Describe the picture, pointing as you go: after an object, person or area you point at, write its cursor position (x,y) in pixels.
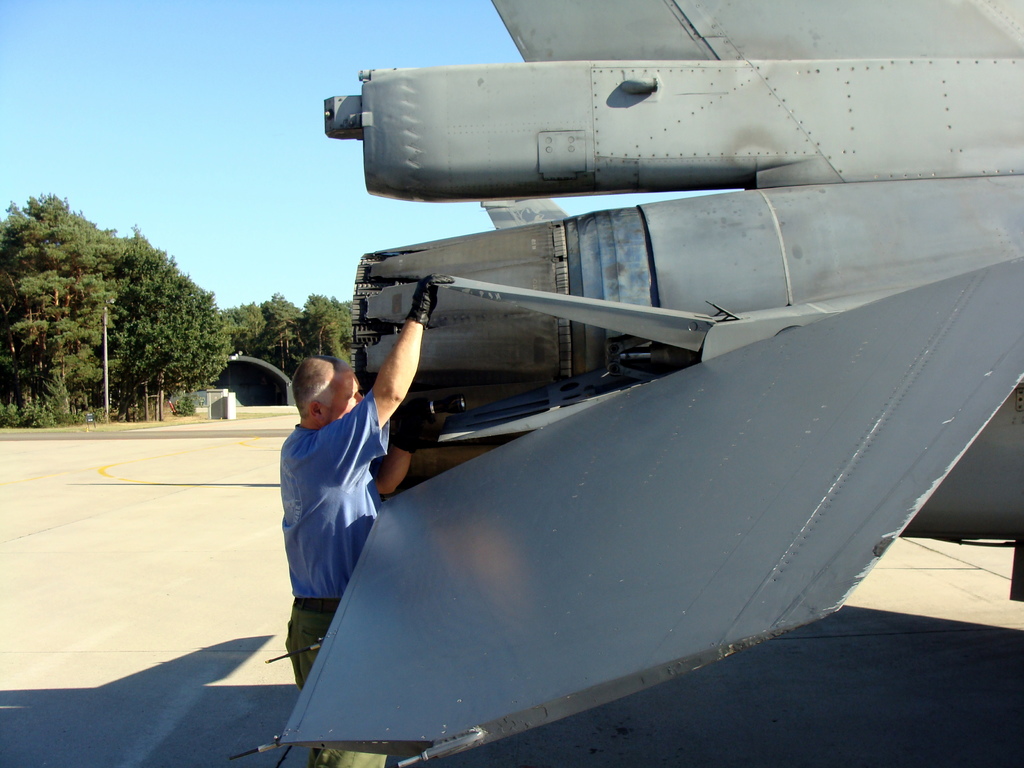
This image is clicked outside. To the right (801,188), there is a plane (670,431). To the left (300,542), the man (317,559) wearing blue shirt (355,520) is repairing the plane (446,304). In the background (180,320), there are trees (220,364) along with sky (251,254). At the bottom (93,598), there is road (128,602).
